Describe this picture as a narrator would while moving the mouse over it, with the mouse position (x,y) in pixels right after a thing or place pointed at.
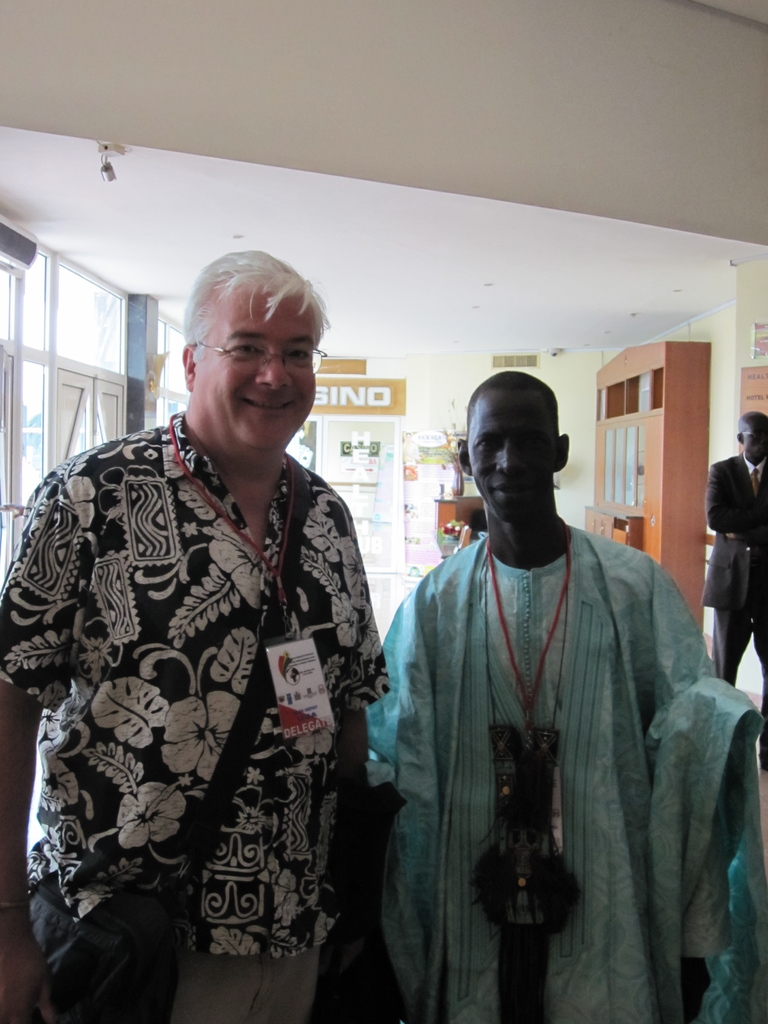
In front of the image there are two people (378,656) standing with a smile on their face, behind them there is a person (706,508) standing, there is a wooden cupboard (685,430) and posters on the wall (439,373). On the left side of the image (30,460) there is a glass door (38,471). At the top of the image (214,186) there is a camera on the rooftop (205,211).
